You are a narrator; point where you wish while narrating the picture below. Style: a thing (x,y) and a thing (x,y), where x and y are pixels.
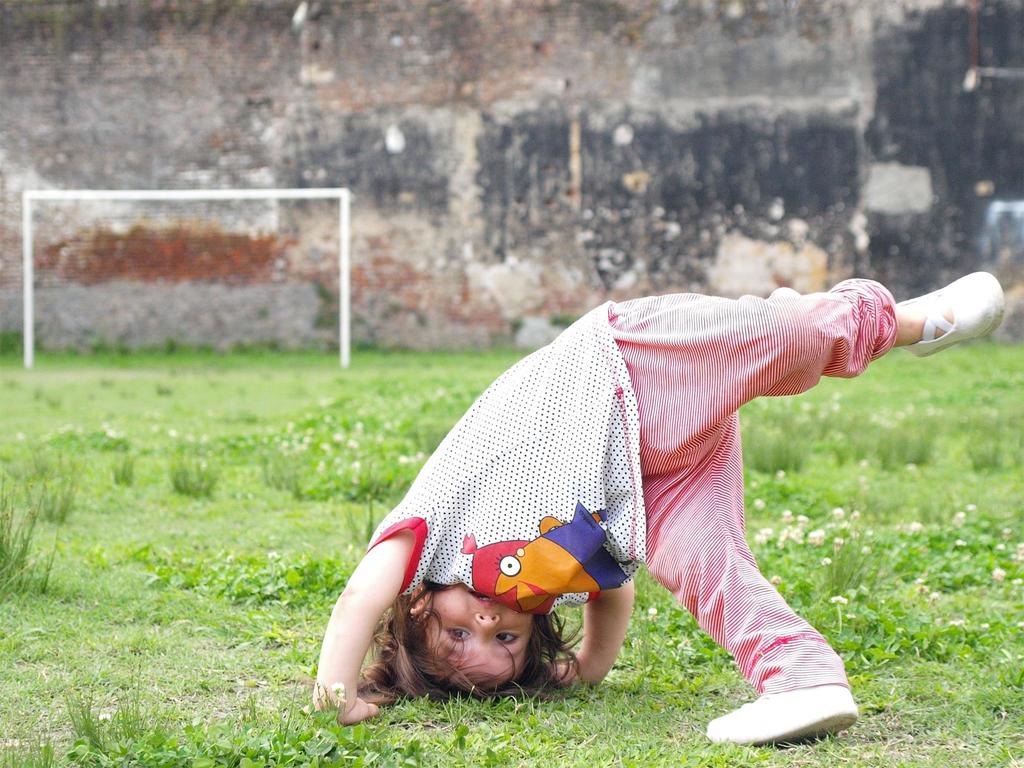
In this picture, I can see a play ground (288,528) and i can see a women child girl (601,365) who is doing gymnastics after that i can see foot ball goal stand (27,319) and behind this child (561,504) i can see a wall (318,69) and i can also see a tiny flowers (273,554), grass (258,553), leaves (301,732).
